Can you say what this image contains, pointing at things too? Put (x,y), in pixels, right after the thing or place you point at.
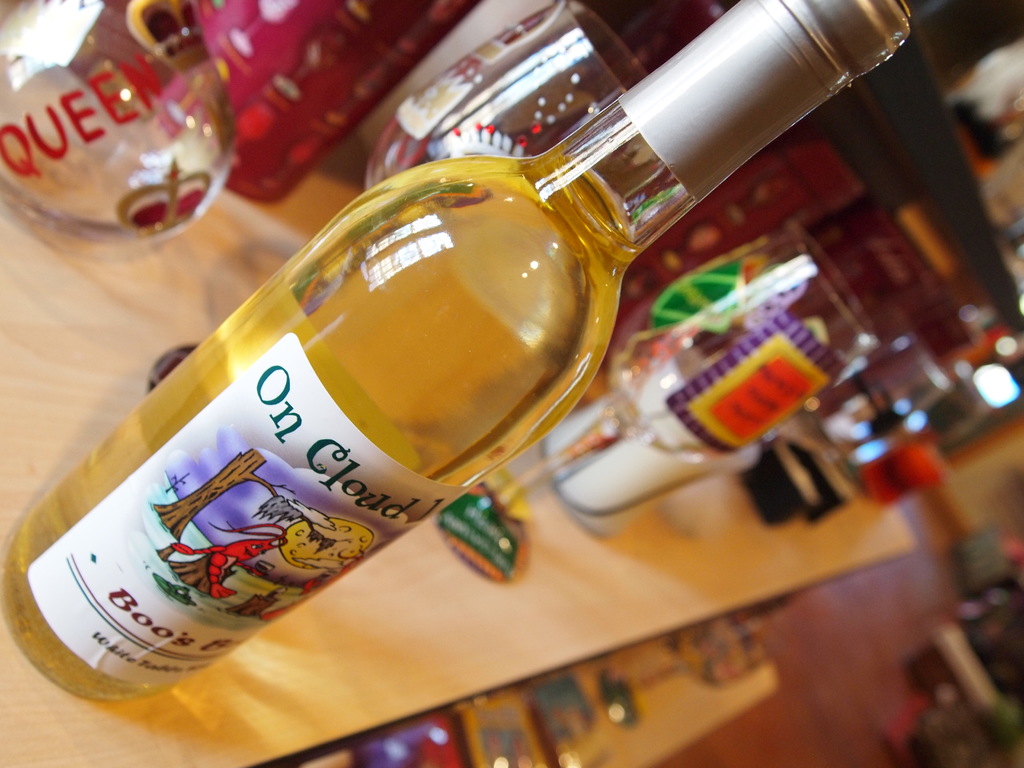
In this picture we can see bottle (431,433), glasses (114,212) on the table (425,611). This is a floor (810,698).
